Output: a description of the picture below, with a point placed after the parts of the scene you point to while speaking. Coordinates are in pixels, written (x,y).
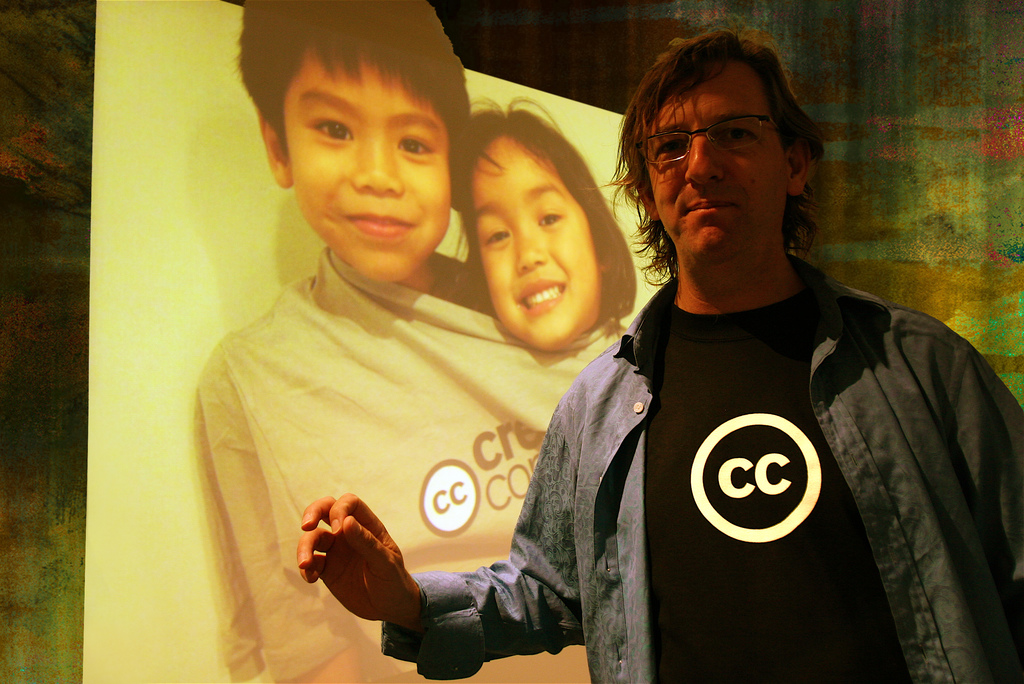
There is a person (720,397) in black color t-shirt (744,545) standing near a hoarding (233,444), in which, there is a boy (363,261) and girl (549,288) in one t-shirt (387,343), smiling and standing. In the background (670,4), there is wall (996,169).
